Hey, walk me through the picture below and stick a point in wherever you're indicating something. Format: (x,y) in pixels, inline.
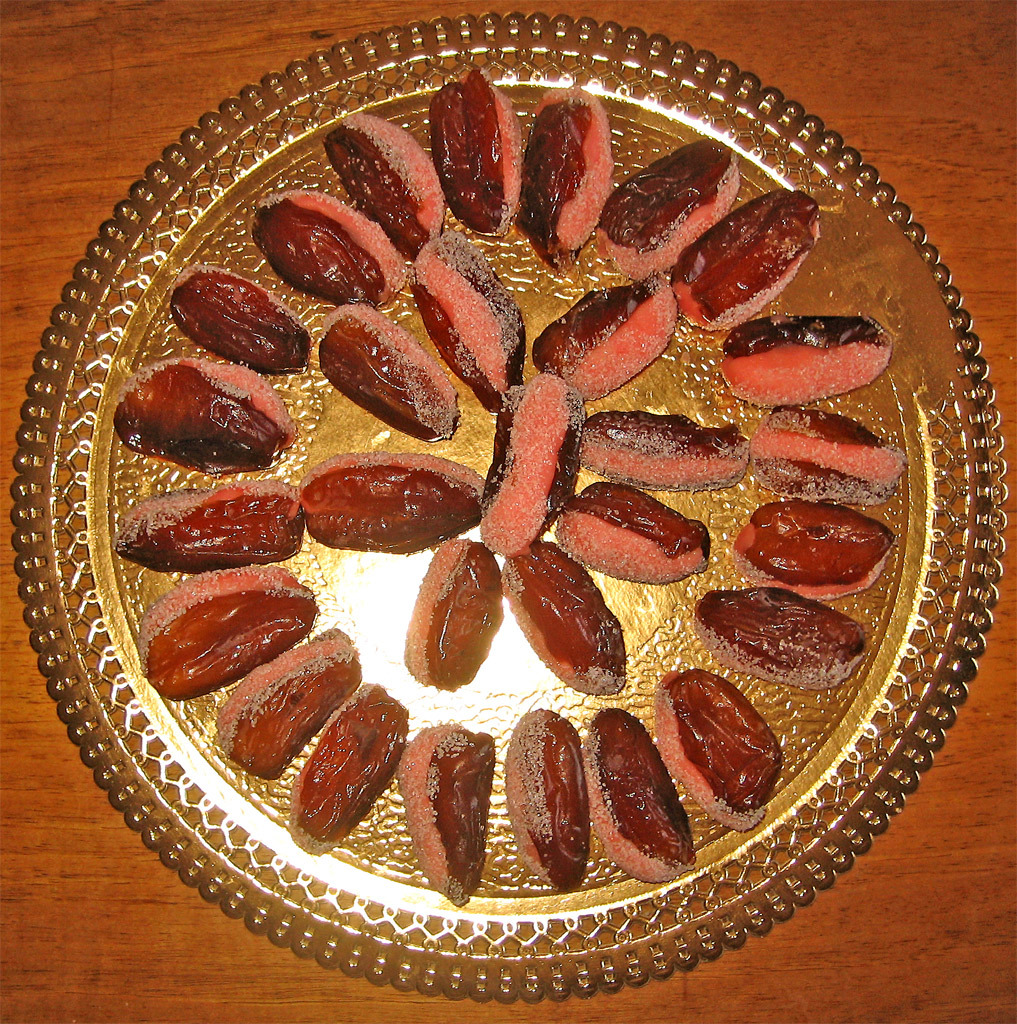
In this image there are food items (545,407) on a plate (889,773) which is placed on the table (930,909).
